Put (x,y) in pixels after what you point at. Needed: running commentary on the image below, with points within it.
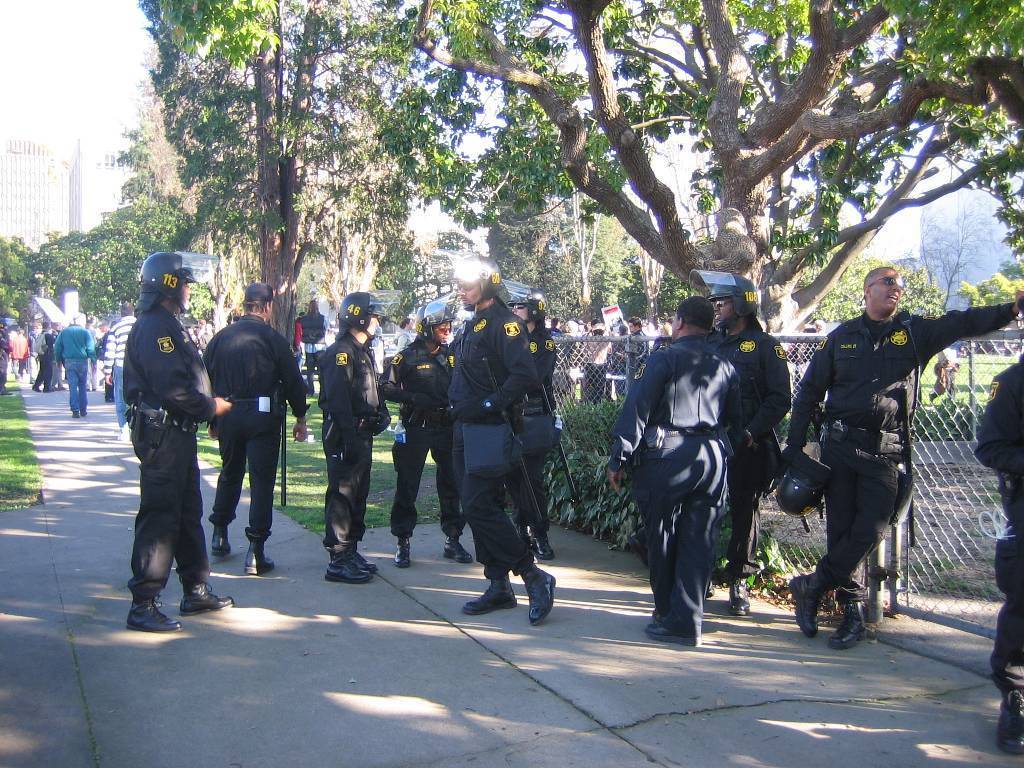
This is an outside view. Here I can see few people (449,363) wearing uniform (168,343), helmets (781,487) on their heads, bags (480,453) and standing on the ground (378,603). In the background (297,336), I can see a crowd of people (85,330) and there are many trees (520,226). On the right side (934,449) there is a net fencing (931,438). On the left side (98,188) there are few buildings (28,192). At the top of the image (69,44) I can see the sky (80,35).
